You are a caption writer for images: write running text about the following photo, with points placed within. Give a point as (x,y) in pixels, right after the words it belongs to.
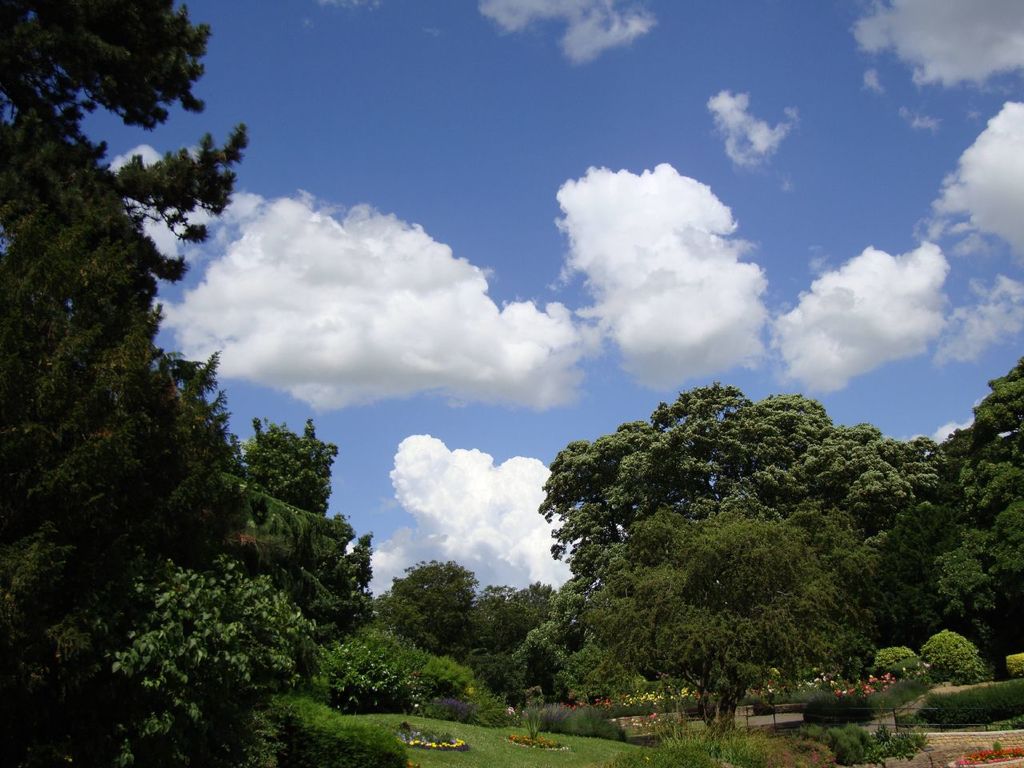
In this image we can see some trees (83,737), plants (697,725) with flowers (660,695) and grass (700,754) on the ground (510,762). At the top (496,225), we can see the sky (292,90) with clouds (991,12).
